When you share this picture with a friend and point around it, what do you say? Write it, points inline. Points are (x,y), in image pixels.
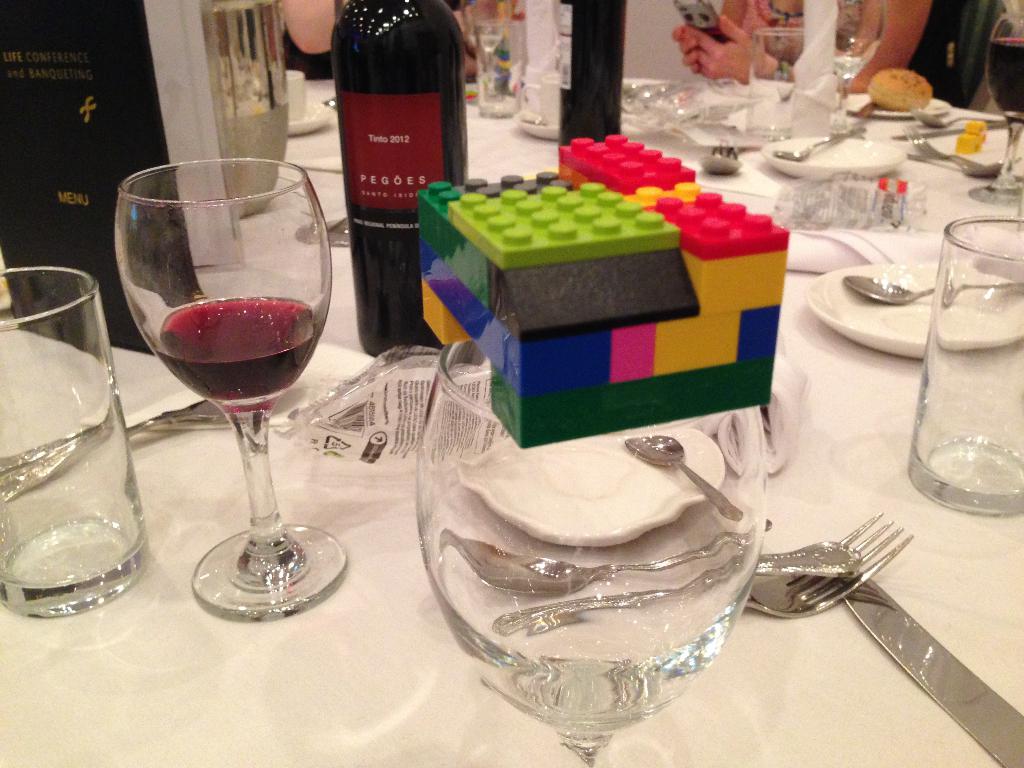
In this Image I see a table (157,744) on which there are glasses (759,504), bottles (415,10), plates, spoons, blocks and persons (942,8) over here.
